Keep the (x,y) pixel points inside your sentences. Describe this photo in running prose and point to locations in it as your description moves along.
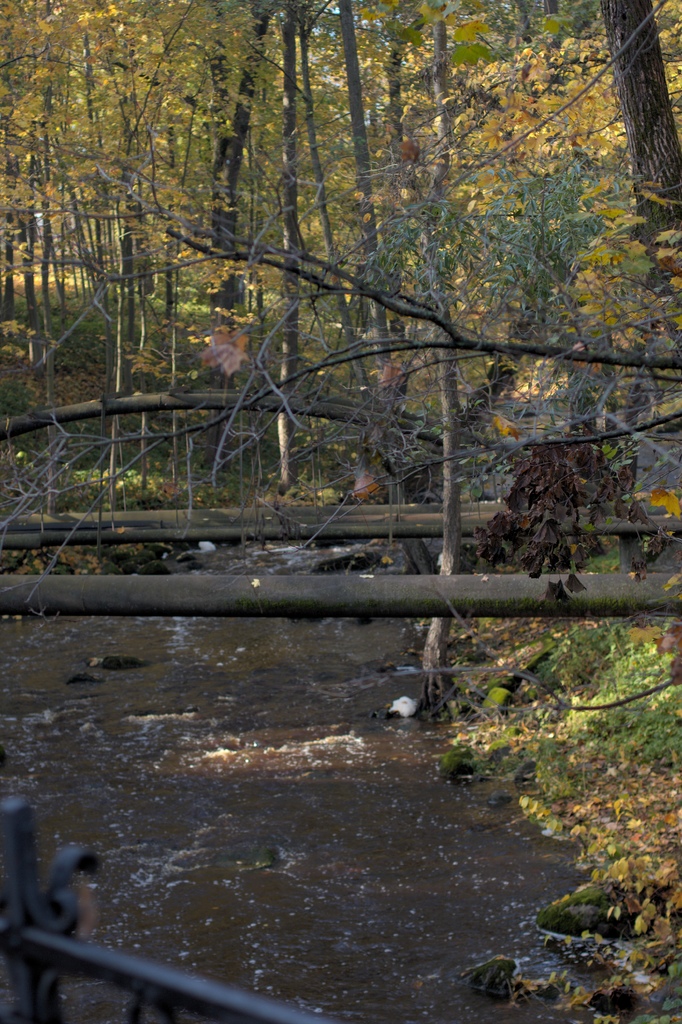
In this picture we can see stones (575,906), water (255,796), plants (622,686) on the ground (98,356), some objects (163,404) and in the background (105,486) we can see trees (349,118).
